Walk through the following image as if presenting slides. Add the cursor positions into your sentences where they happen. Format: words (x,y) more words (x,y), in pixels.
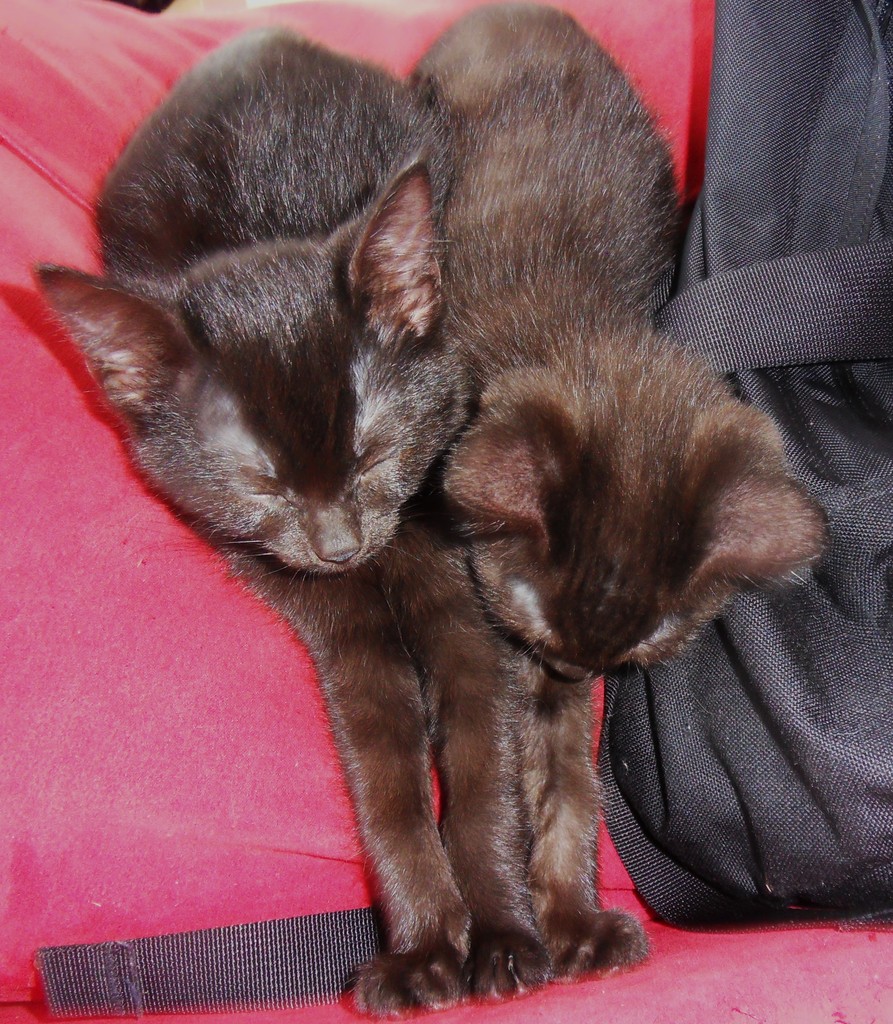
In this image I can see there are cats (535,432) in brown color.
